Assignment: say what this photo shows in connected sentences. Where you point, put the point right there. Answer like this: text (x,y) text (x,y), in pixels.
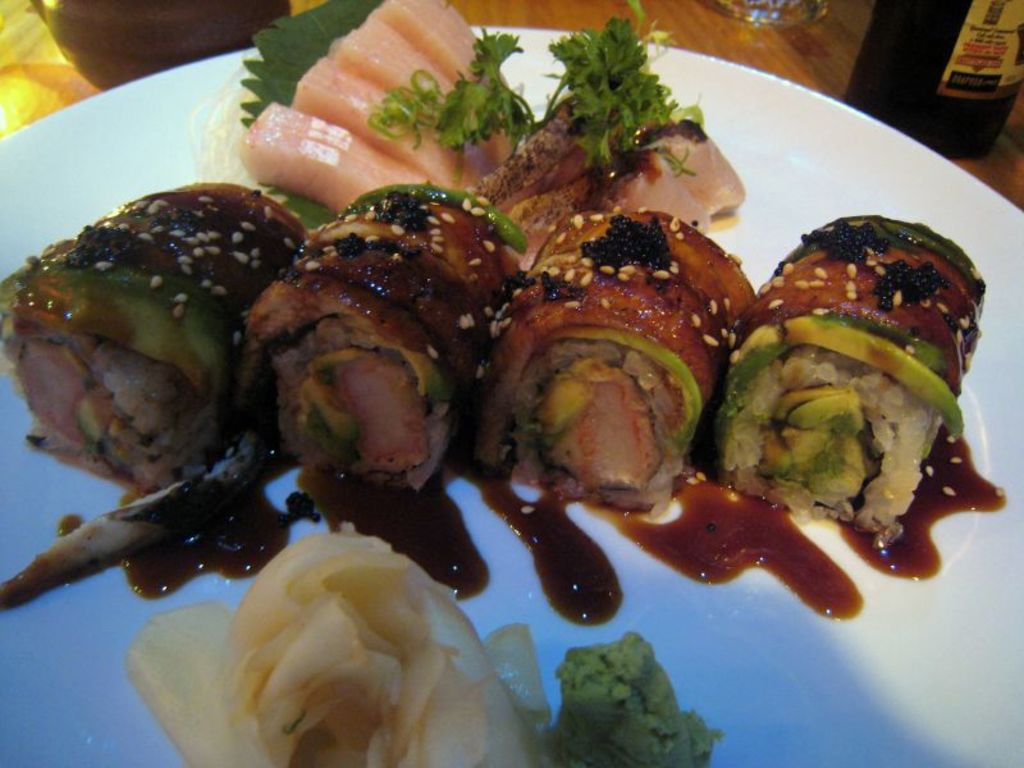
In this image we can see a serving plate (651,568) which consists of food (621,361) in it placed on the table (725,42).
